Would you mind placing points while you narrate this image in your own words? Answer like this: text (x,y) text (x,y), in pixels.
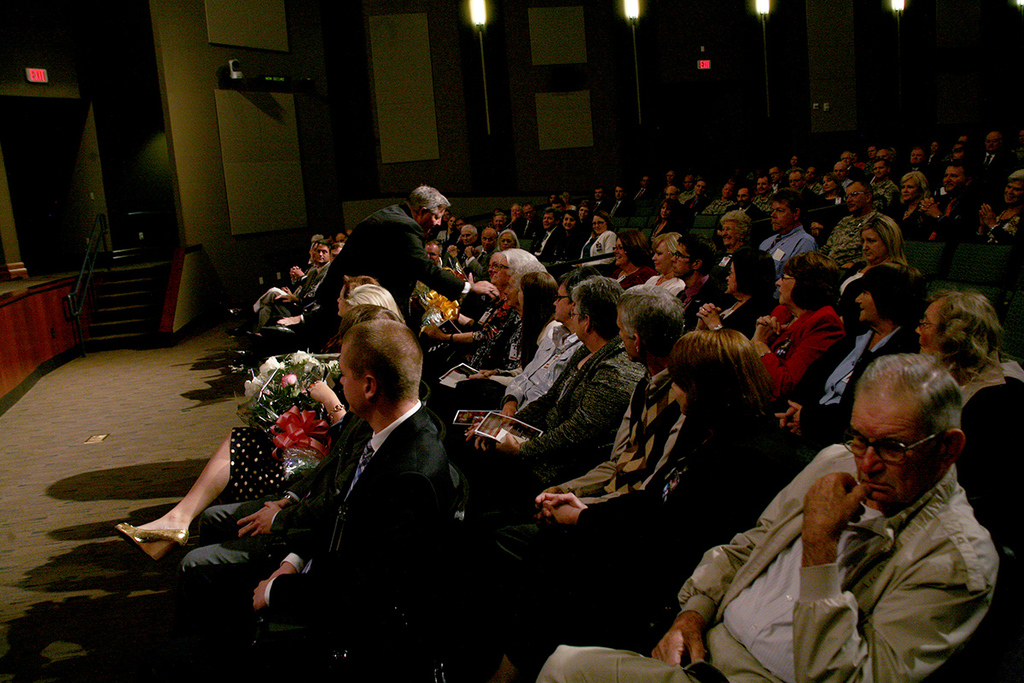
In this image I can see number of persons (767,300) are sitting on chairs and I can see a person (398,271) wearing black color dress (398,271) is standing. In the background (820,99) I can see the wall (838,99), few lights (763,2), few stairs (118,285) and two red colored exit boards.
